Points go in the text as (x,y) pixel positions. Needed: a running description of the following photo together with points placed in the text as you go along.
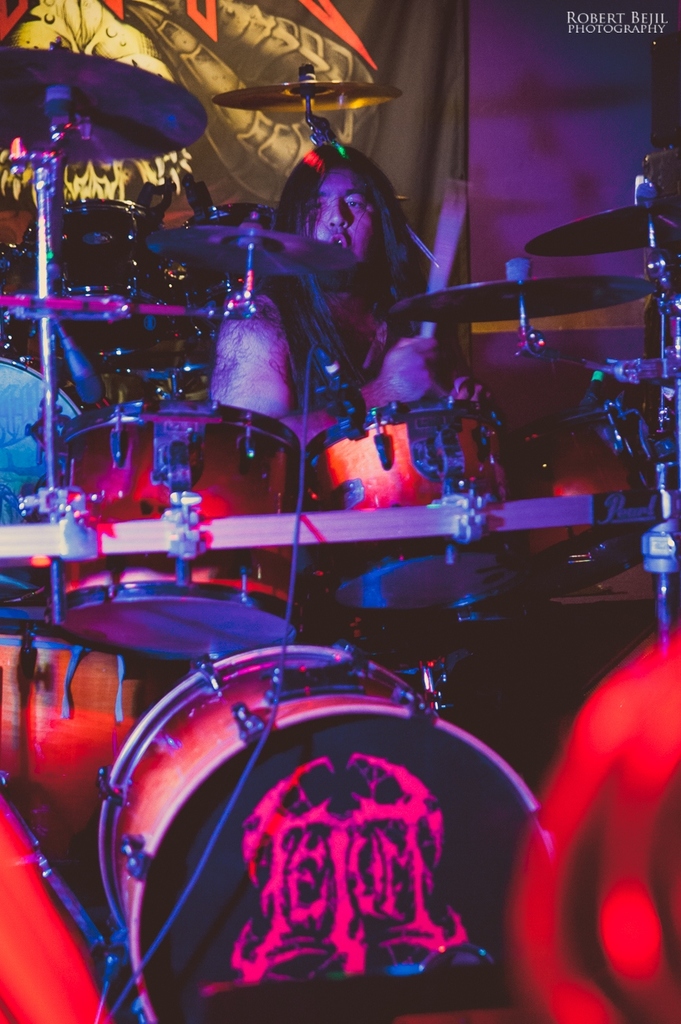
There is a band (371,759) as we can see in the middle of this image (315,542). There is one person (378,302) holding a stick (440,270) as we can see at the top of this image (357,214). There is one curtain (332,118) in the background (324,77).
